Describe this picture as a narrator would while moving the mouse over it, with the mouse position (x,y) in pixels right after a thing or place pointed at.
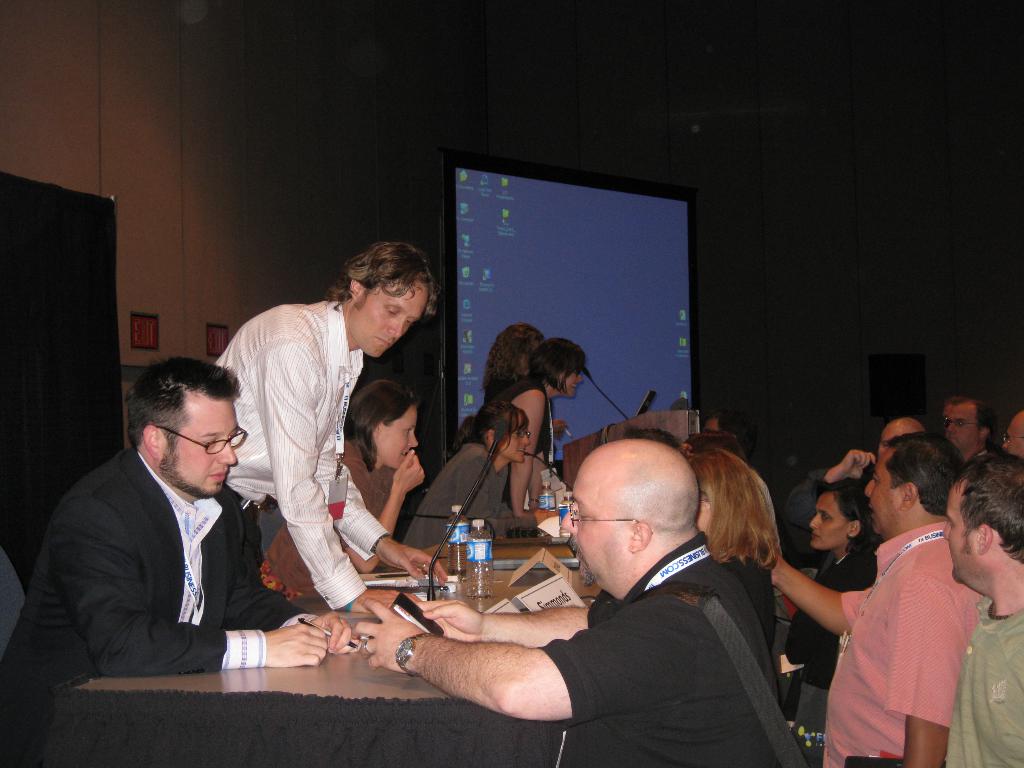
In the image in the center (375,481) we can see few people (504,654) were standing around the table (347,709). On table (353,698), we can see water bottles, microphones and few other objects (545,605). On the left side of the image (115,538) we can see one person (63,602) sitting on the chair (13,620). In the background (326,272) we can see wall (845,321), roof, screen (540,309), board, exit signs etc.
